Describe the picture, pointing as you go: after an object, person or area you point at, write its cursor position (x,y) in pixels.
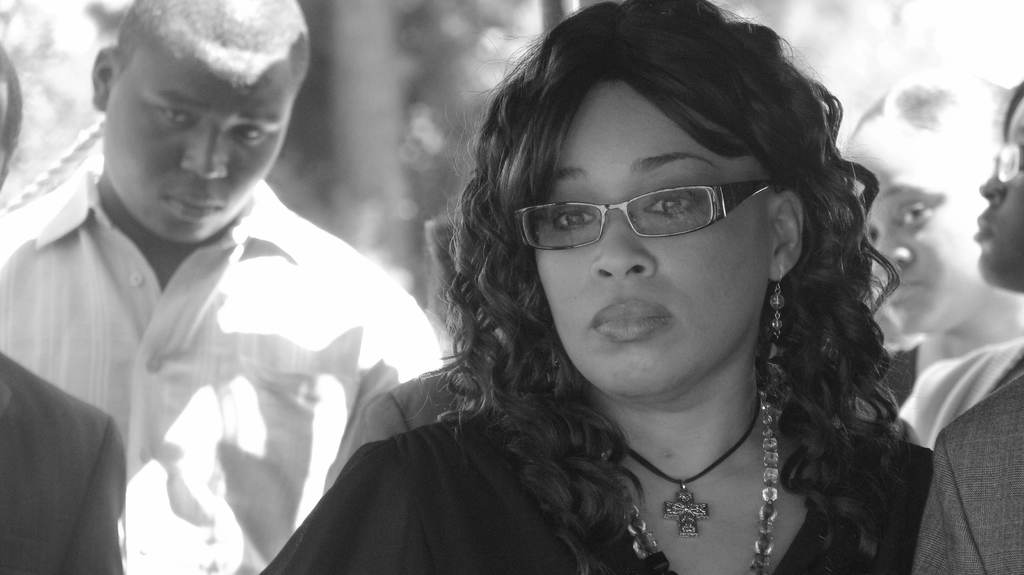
It is a black and white image, there is a woman (576,415) in the foreground (551,382) and around her there are other people (57,400).
